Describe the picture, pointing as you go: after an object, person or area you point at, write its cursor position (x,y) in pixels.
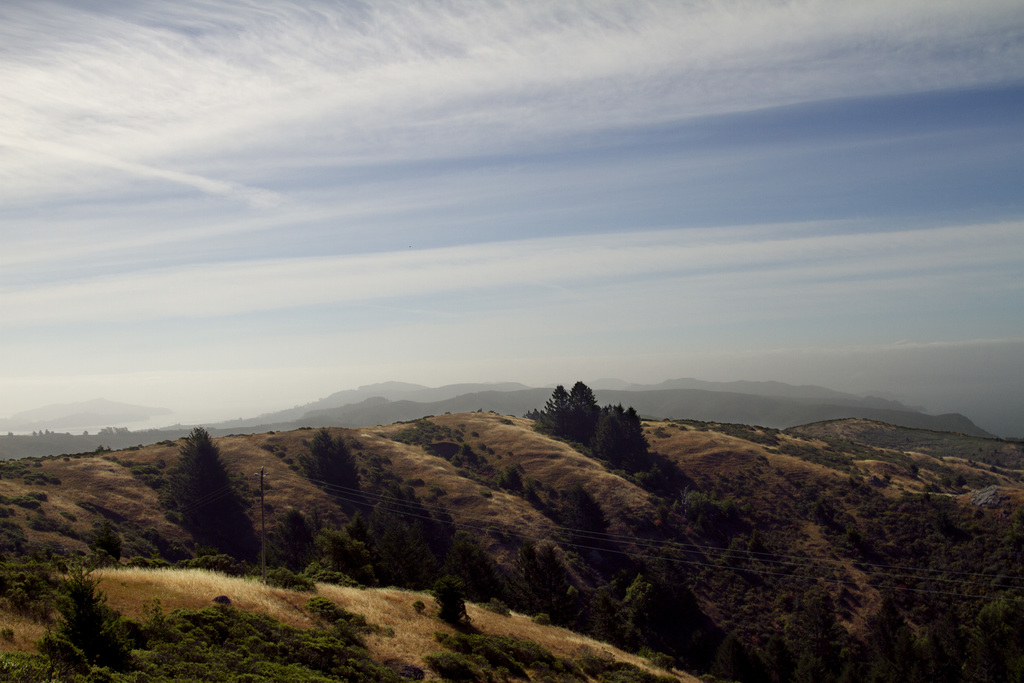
There are electric lines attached to the pole (262,477). There are plants (481,604), tree (570,614) and grass (686,451) on the mountains (840,443). In the background (558,378), there are clouds (761,247) in the blue sky (484,192).
